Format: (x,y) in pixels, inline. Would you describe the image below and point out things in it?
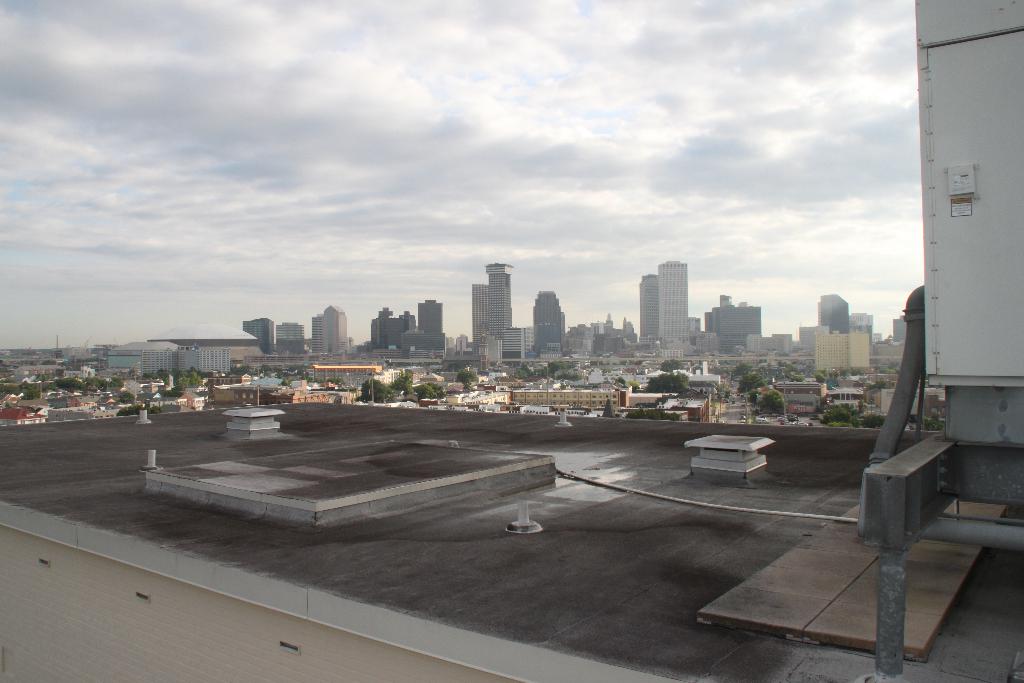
It is the top of the building (515,566), there are trees (759,377) in the middle of an image (636,348) and also buildings (440,310). At the top (353,134) it is the sky (369,179).
